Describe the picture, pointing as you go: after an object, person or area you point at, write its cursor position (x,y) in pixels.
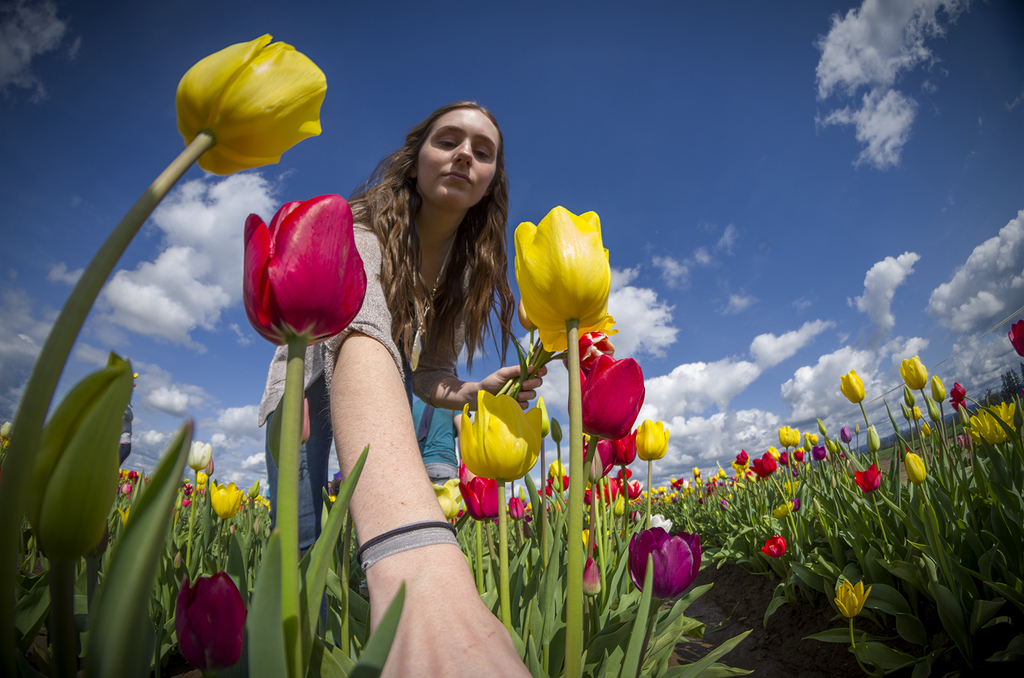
Here I can see a woman (346,397) holding some flowers (540,365) in the hand (493,390) and bending. At the bottom (618,583) there are many flower plants (604,543). These flowers (519,444) are in different colors. At the top of the image (726,139) I can see the sky (853,88) and clouds (858,73).
